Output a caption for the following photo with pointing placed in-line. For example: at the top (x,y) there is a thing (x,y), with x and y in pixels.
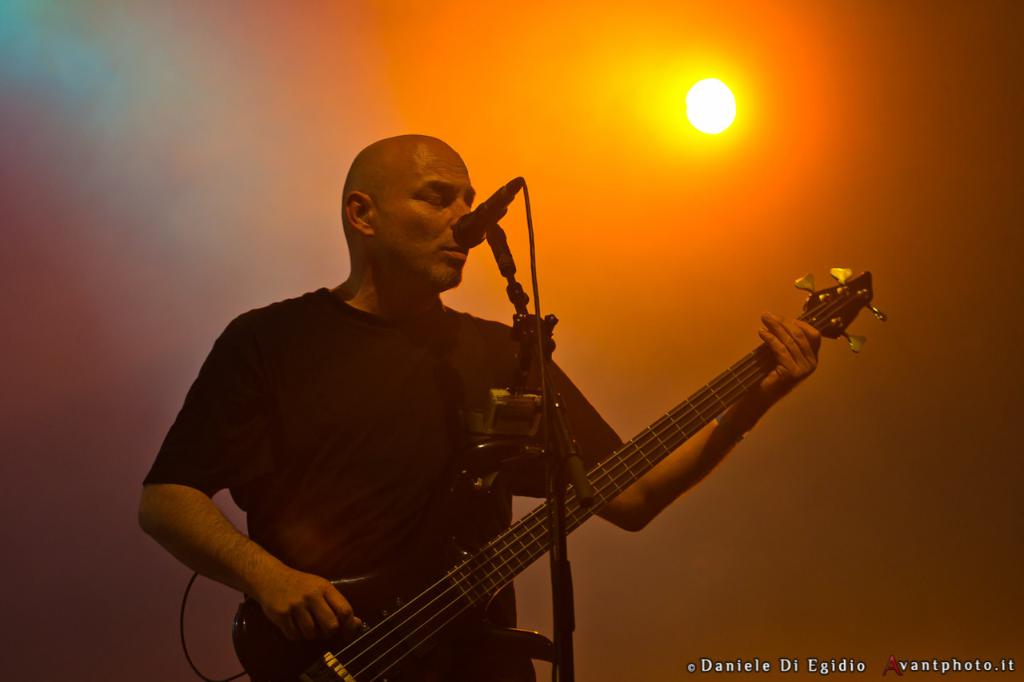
This person (311,437) standing and playing guitar (740,379). There is a microphone (500,203) with stand (559,646). On the top (710,104) we can see focusing light (692,107).
